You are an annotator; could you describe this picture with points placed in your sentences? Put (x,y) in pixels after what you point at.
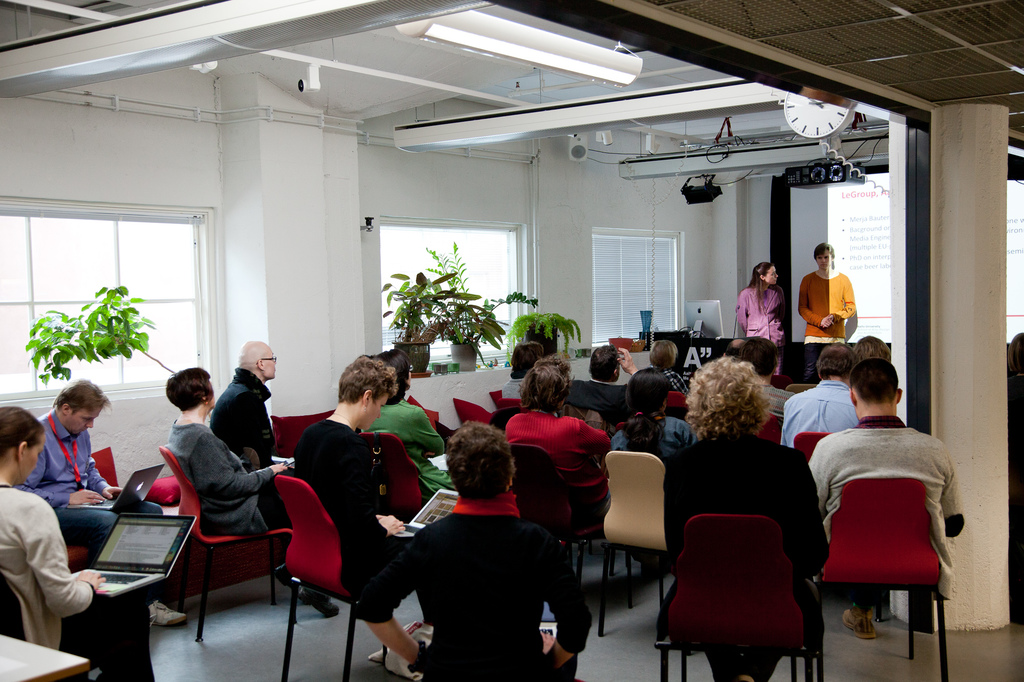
This picture is clicked in a conference hall (349,424). Here, we see many people (630,356) sitting on chair (634,525). In front of them, we see man (818,294) and woman (758,300) are standing. Behind them, we see a projector screen (857,237) on which some text (868,265) is displayed and on right corner of picture (936,216), we see a white pillar (975,430) and on left corner (87,250), we see white wall (111,193) and window (208,314) and even see plants (92,336). On top of the picture (750,123), we see the ceiling (734,88) of the room (736,163) and even see wall clock (812,119).
